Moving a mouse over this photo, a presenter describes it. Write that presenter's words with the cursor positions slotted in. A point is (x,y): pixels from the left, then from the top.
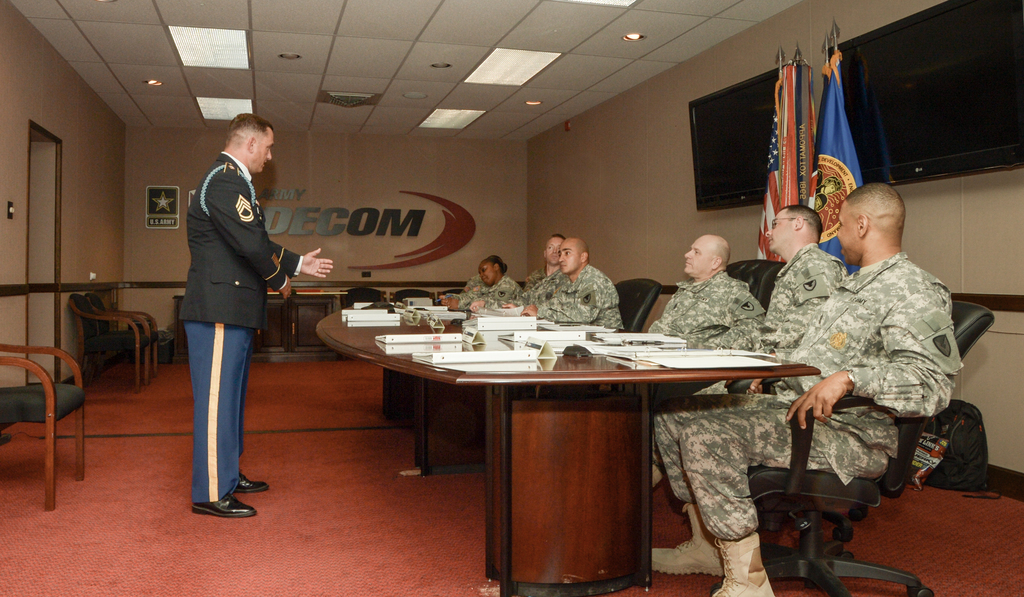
A group of army officers (863,357) are listening to a man (210,332), standing in front of them, in a meeting room (294,399).
